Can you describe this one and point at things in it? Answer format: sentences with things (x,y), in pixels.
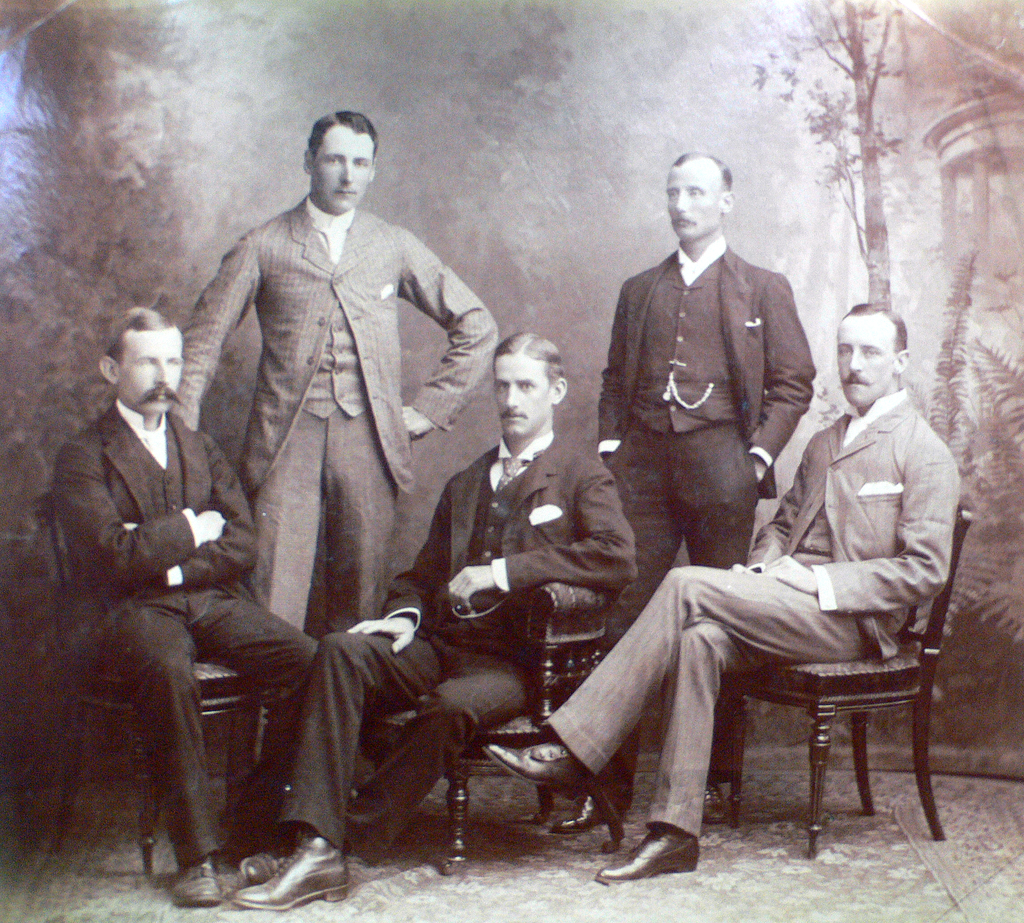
In this picture and there are five men (473,551), three of them (175,690) are sitting in the chair (814,685) and two of them (731,297) are standing.
